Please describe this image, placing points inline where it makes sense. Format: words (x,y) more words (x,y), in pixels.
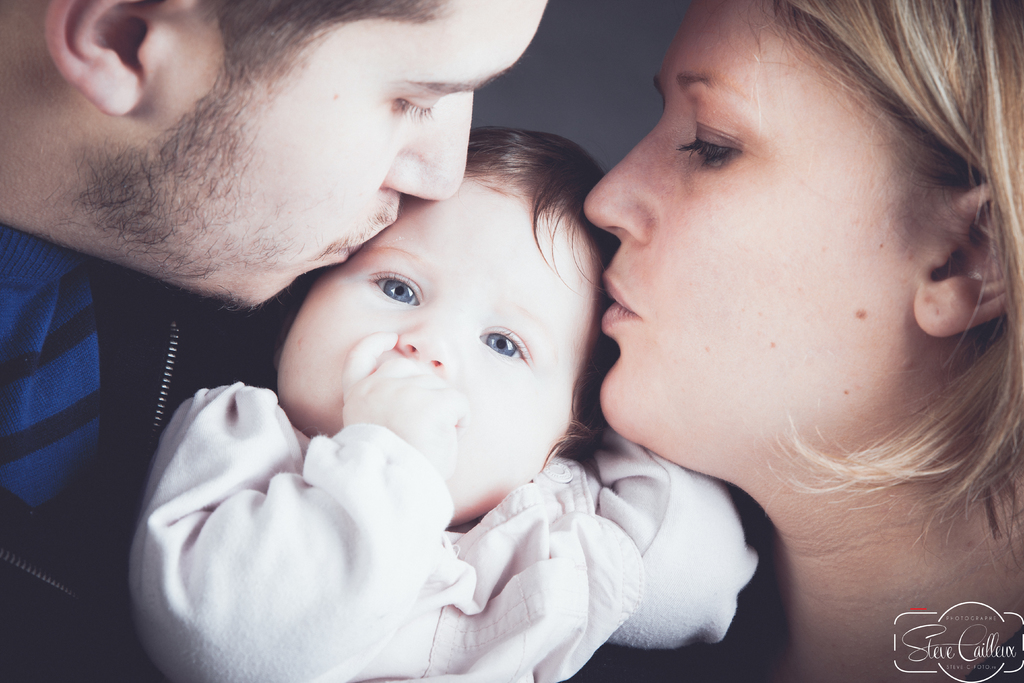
In this image, we can see a man (295,202) and woman (671,337) are kissing a baby (528,322) together. Background (587,99) we can see grey color. Right side (946,652) bottom corner, we can see a watermark (960,642) in the image.
